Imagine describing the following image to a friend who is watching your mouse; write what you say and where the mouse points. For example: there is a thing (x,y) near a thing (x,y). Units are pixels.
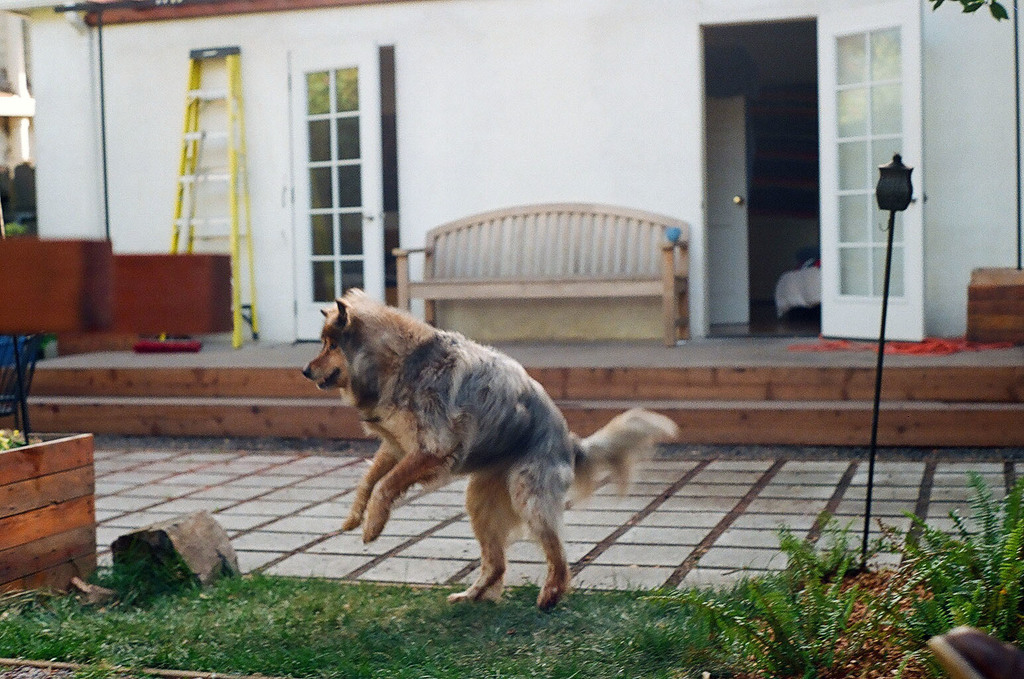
In this image I can see a dog (443,395) which is brown and black in color is standing on the ground (470,532). I can see some grass (478,637), few plants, a rock (213,558) and a black colored pole (889,252). In the background (740,392) I can see two stairs (747,411), a bench (667,318), a ladder (231,80) and the house (474,209) which is white in color. I can see few doors (879,57) of the house (408,192).
